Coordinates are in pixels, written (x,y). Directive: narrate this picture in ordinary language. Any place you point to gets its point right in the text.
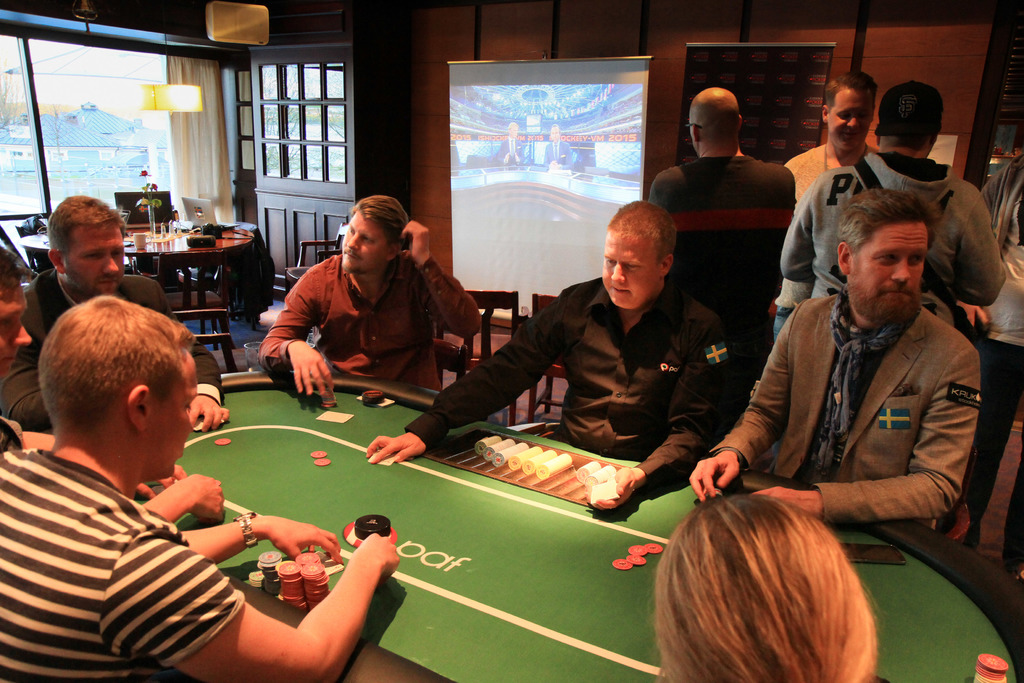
As we can see in the image there is a wall (382,105), window (263,111), screen (484,129), few people (837,208) standing and sitting on chairs (544,303).
